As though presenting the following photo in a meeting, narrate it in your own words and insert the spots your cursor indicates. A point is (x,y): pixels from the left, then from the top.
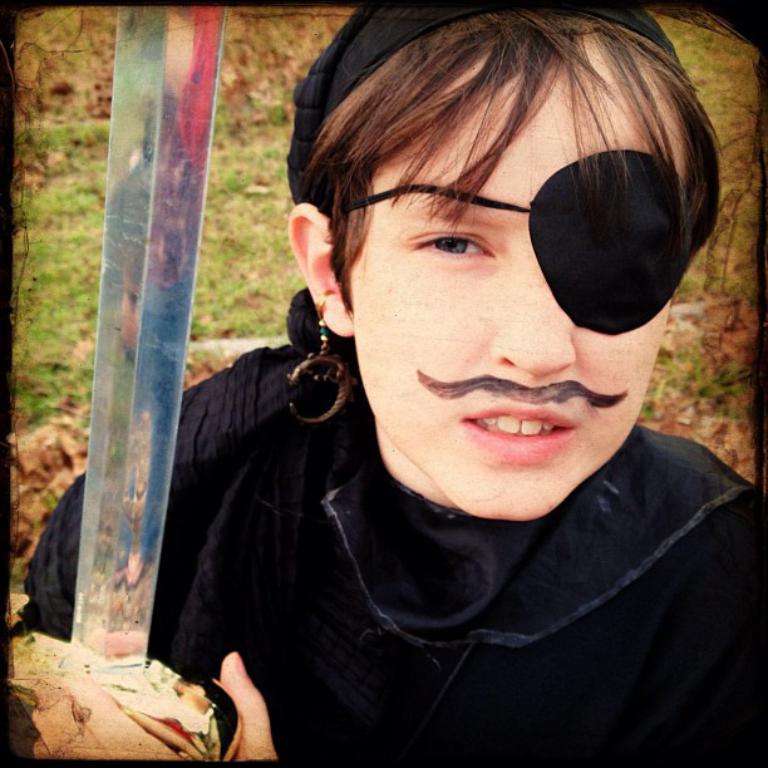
In this image I can see a person (570,481) wearing black dress (536,648) and holding knife (102,344). Back I can see a green grass (253,250).
